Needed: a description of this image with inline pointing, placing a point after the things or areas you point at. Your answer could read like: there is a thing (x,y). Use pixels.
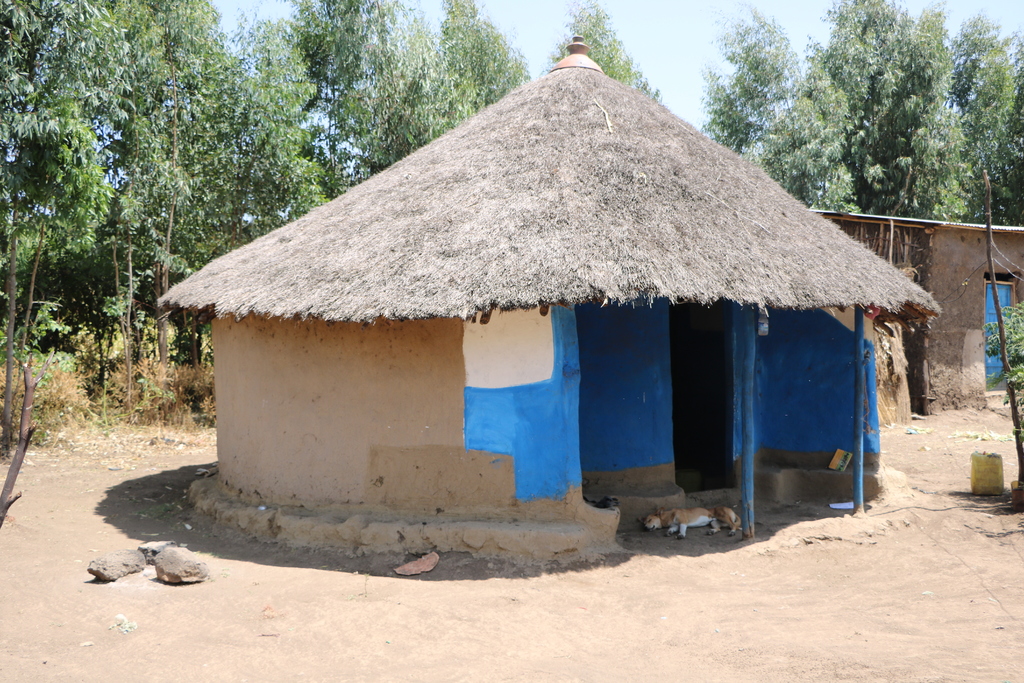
In this image we can see many trees (947,117) and few plants (62,320). There are few huts (742,348) in the image. There is an object (991,484) at the right side of the image (980,482). There are few stones (184,550) at the left side of the image (154,551). We can see the sky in the image.
